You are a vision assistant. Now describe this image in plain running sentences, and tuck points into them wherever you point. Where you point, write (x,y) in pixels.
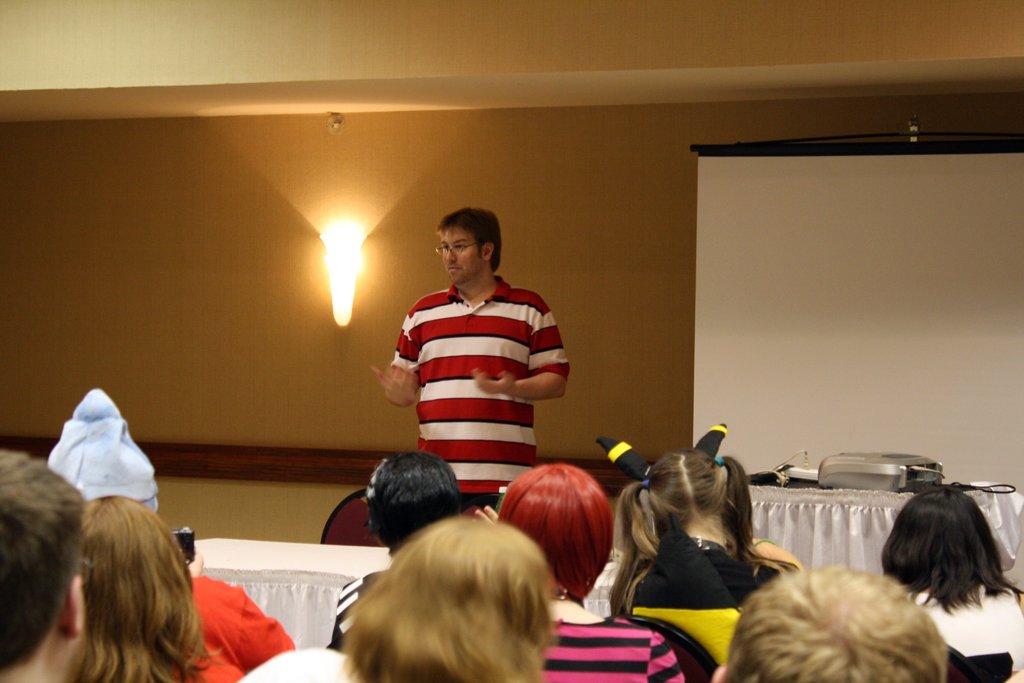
There are people (77,645) sitting and this man (448,420) standing. We can see table (800,508) and chair (367,526). In the background (904,469) we can see objects (837,479) on the table (840,498), white banner (806,323), wall (279,272) and light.
